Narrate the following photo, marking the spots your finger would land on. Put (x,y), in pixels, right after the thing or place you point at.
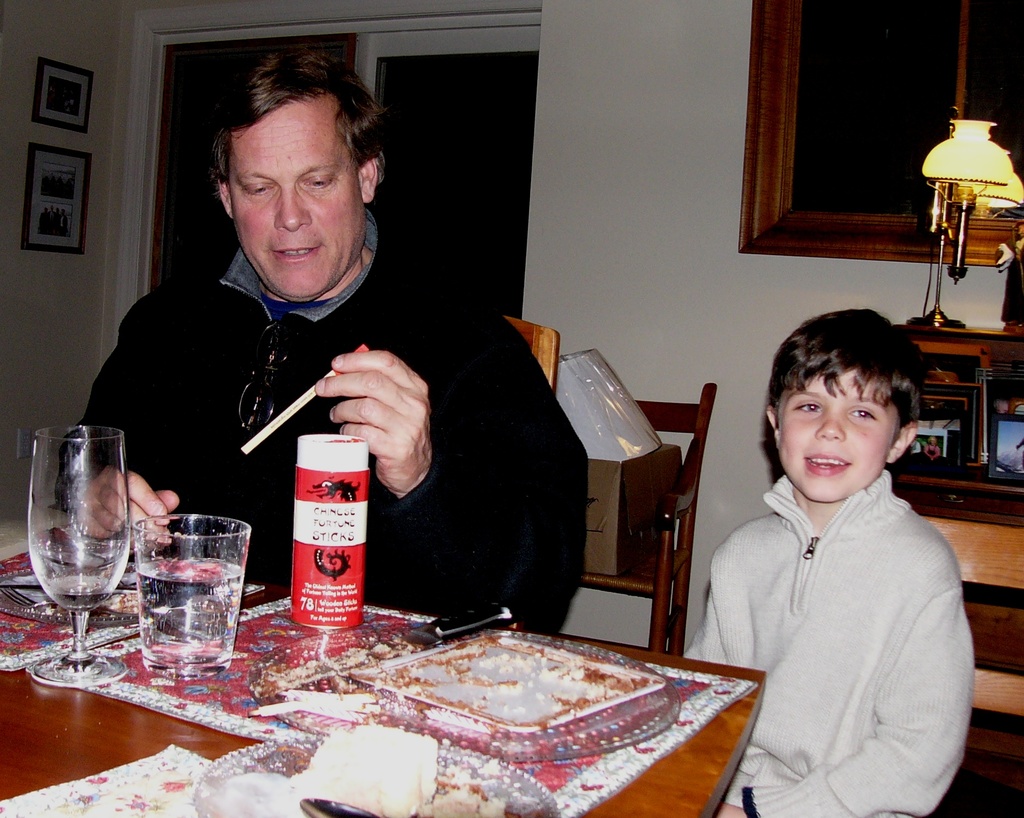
A person (286,391) wearing a black dress (325,360) is having a goggles (270,358) on the shirt (259,364). He is holding something. A boy (753,577) is sitting next to him on chairs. There is a table (41,699). On the table (149,741) there are mats (210,712), glasses (192,611), bottle (327,590) and plates (507,731). In the background (606,174) there is a wall (691,230), photo frame (1009,453), lights (998,188) and a cupboard (987,507).
